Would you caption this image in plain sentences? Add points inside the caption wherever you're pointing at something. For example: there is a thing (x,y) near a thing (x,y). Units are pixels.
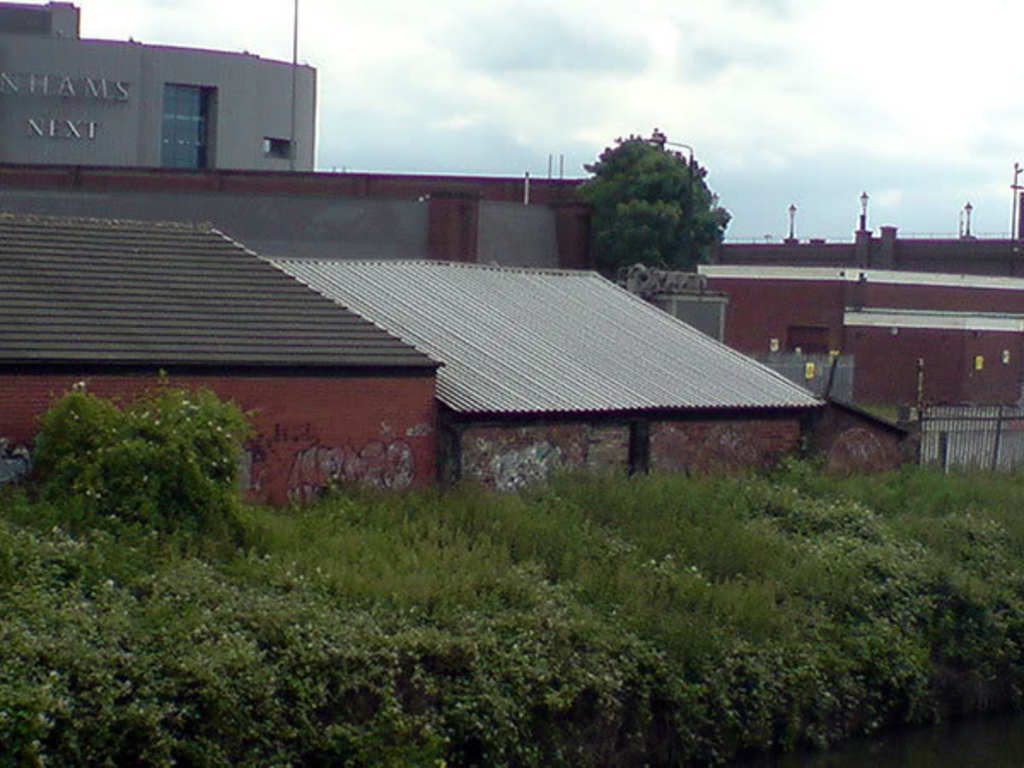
In this image there is the sky (729,78) towards the top of the image (676,79), there are clouds (702,85) in the sky (748,75), there is a building (232,119) towards the left of the image (183,136), there is text (94,94) on the building (223,72), there is a wall (898,295) towards the right of the image (926,299), there are poles (793,225), there are lights (967,221), there is a wall (298,429) towards the left of the image (301,442), there is a roof (496,336), there is a fence (976,430) towards the right of the image (988,434), there are plants (563,637) towards the bottom of the image (553,647).
